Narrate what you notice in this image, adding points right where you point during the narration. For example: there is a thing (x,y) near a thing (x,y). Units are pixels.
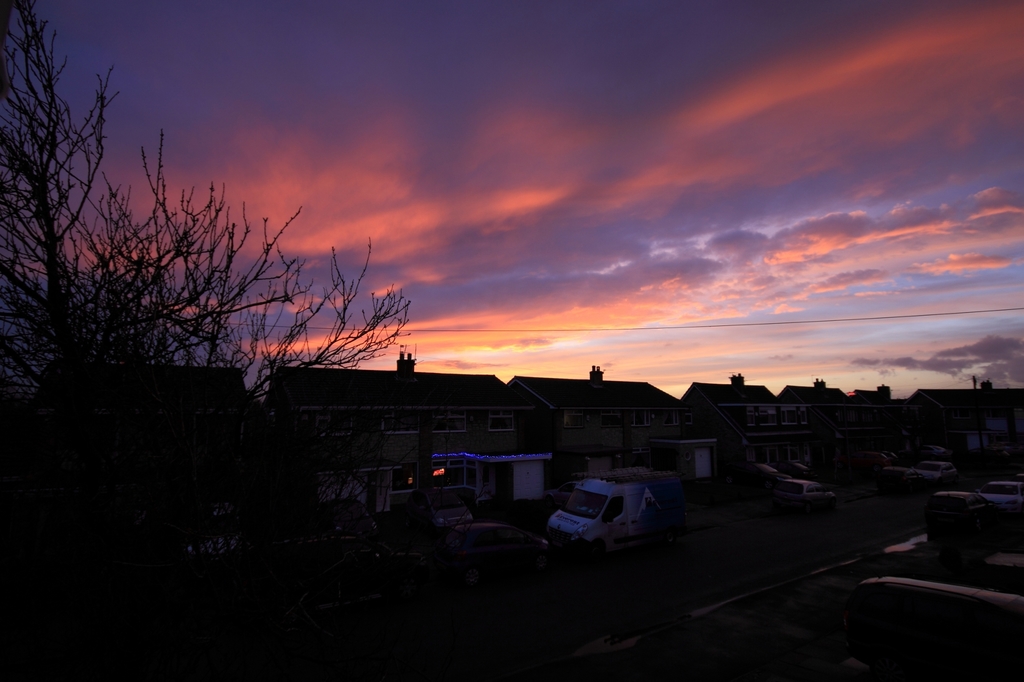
In this picture we can see the sky (664,203) with clouds (724,255), buildings (776,401) and vehicles (902,486) on the road (895,499). On the left side of the picture (91,180) we can see a bare tree (182,231). Bottom portion of the picture (738,553) is dark.
